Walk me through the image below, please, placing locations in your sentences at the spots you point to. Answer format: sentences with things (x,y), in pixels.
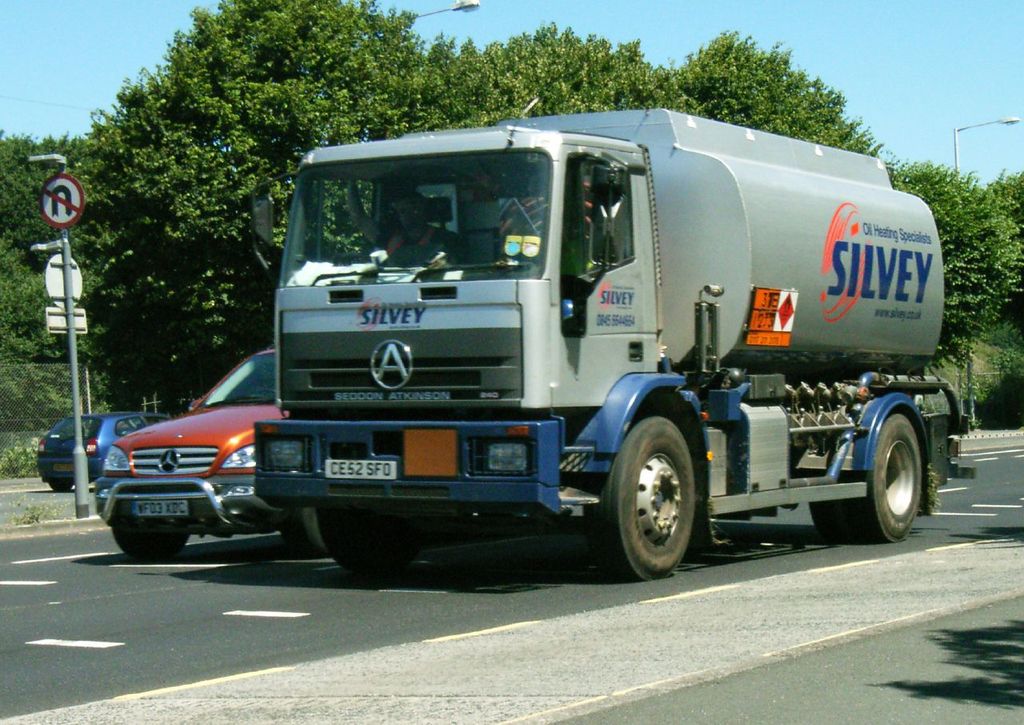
There is a truck (696,320) on the road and there are two cars (203,442) beside it and there are trees (496,80) in the background (293,23).
